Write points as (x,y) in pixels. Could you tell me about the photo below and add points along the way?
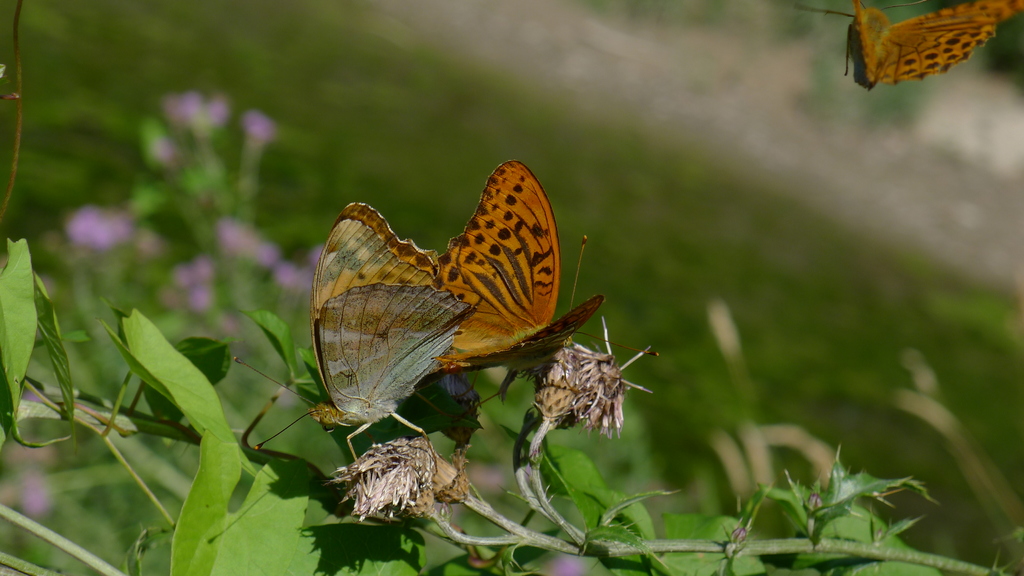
In the image we can see there are two butterflies (487,295) sitting on the dry flower (583,377) and the dry flowers (600,382) are on the plant (600,530). Behind there is another butterfly (874,75) and background of the image (822,84) is blurred.
